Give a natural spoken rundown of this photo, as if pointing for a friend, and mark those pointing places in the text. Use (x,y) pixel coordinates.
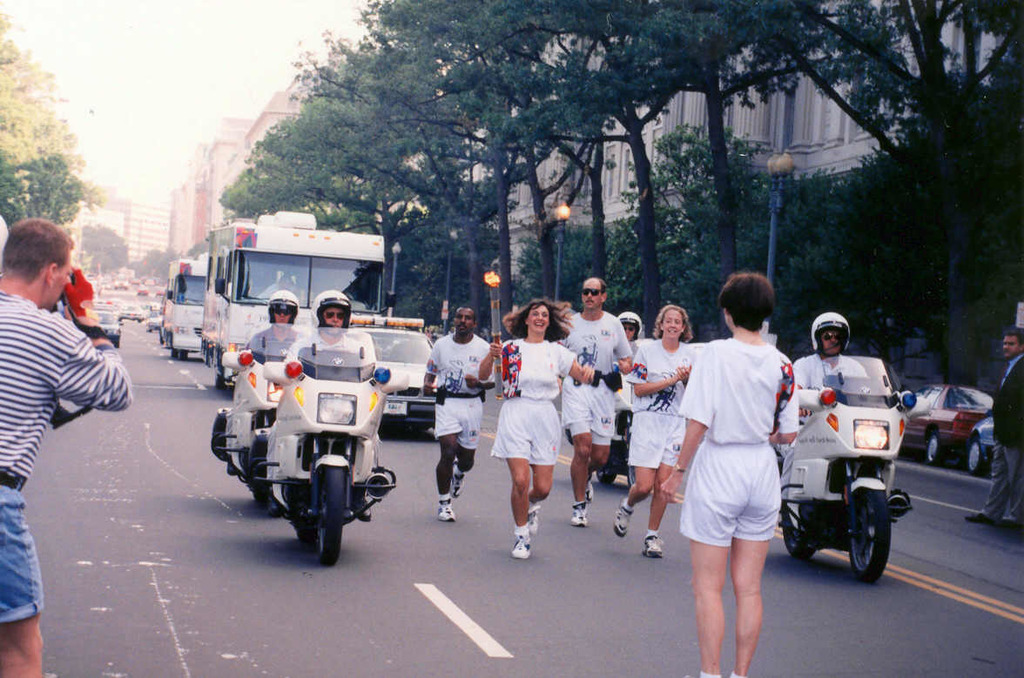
On the left (33,290) we can see one person (65,279) standing and holding camera (82,305). In the center (672,444) we can see few persons (733,383) were running and four persons (265,337) were riding bike (803,446). In the background (168,139) there is a sky (226,79), trees (653,187), buildings (185,221), vehicles (239,328), light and road (185,409).
